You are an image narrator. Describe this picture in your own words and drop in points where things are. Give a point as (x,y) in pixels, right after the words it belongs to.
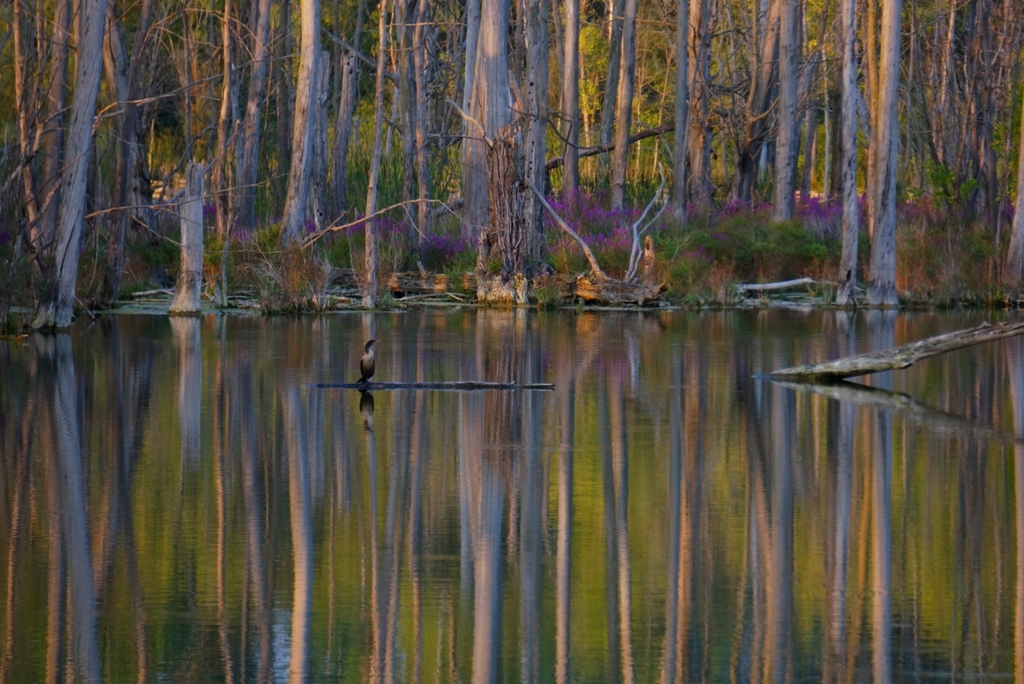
In this image I can see the bird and the bird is on the branch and the branch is on the water surface (490,340). In the background (428,155) I can see few trees (507,95) in green color.
